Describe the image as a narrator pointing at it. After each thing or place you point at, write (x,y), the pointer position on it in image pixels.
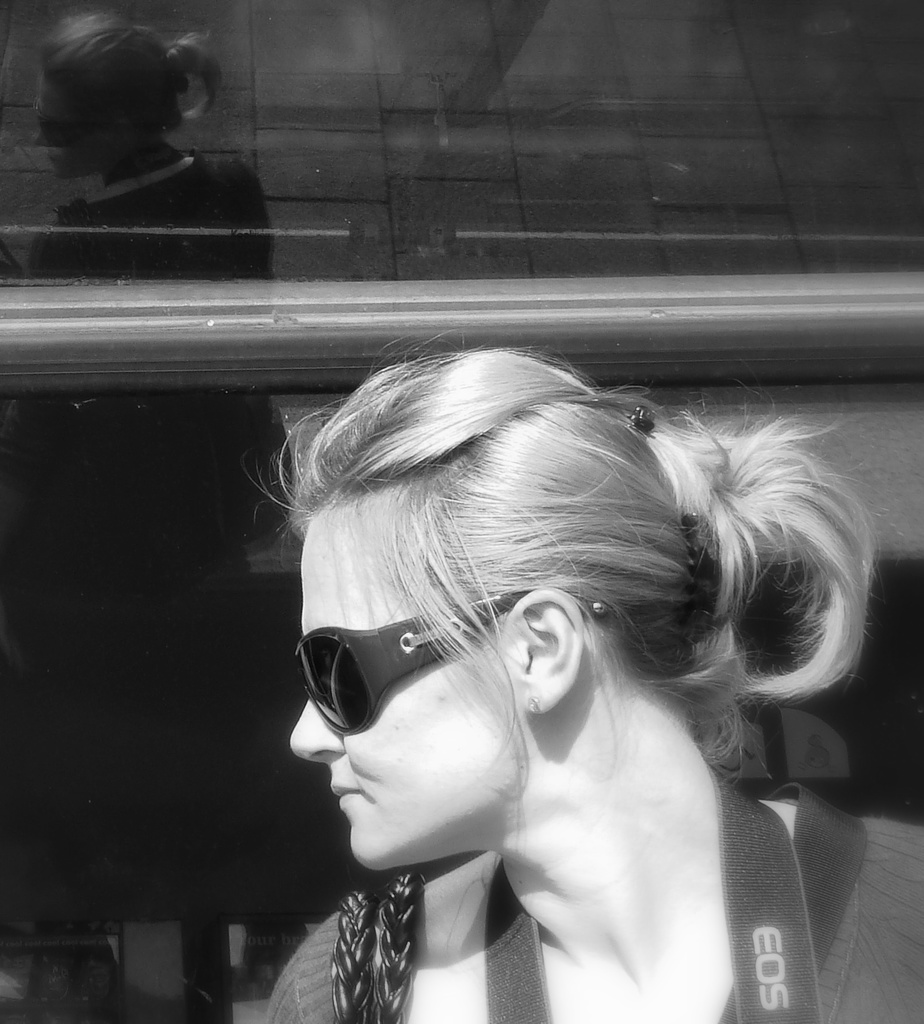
This image consists of a woman (516,804) which is in the center (504,680) wearing a belt (507,987) with some text (776,960) written on it. In the background (613,143) there is a mirror (345,238) and the reflection (227,250) of the woman (459,766) is reflecting on the mirror (180,198).
